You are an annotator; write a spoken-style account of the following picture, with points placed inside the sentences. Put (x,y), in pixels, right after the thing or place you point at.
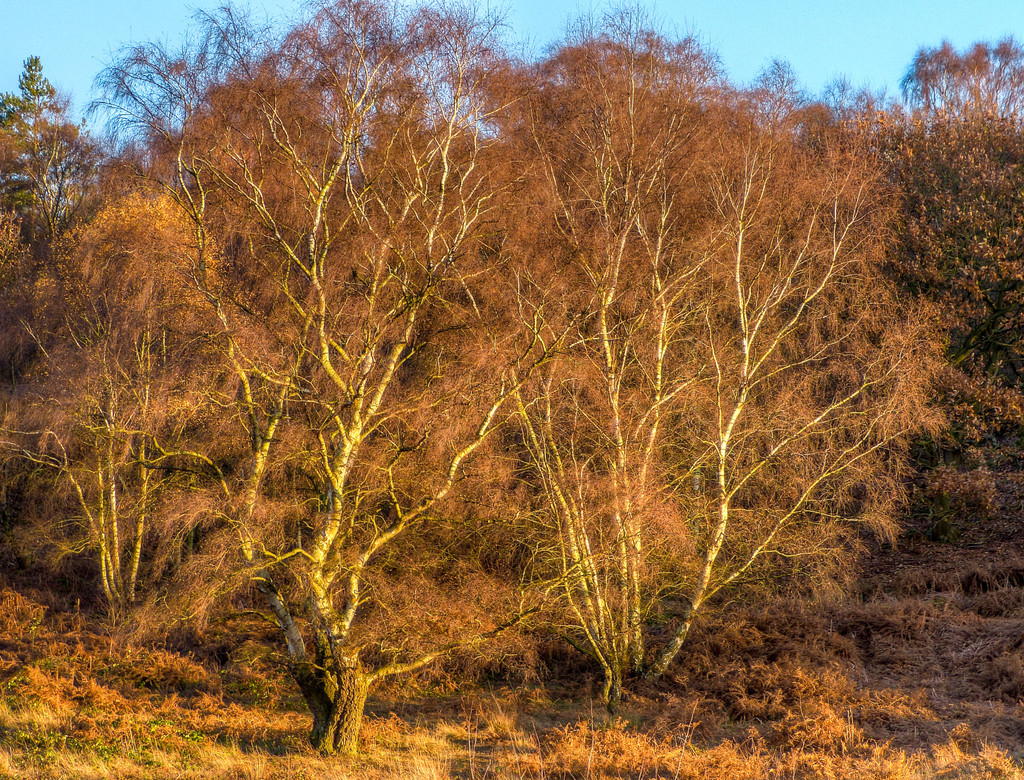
In this picture we can see trees (501,445), grass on the ground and we can see sky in the background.
